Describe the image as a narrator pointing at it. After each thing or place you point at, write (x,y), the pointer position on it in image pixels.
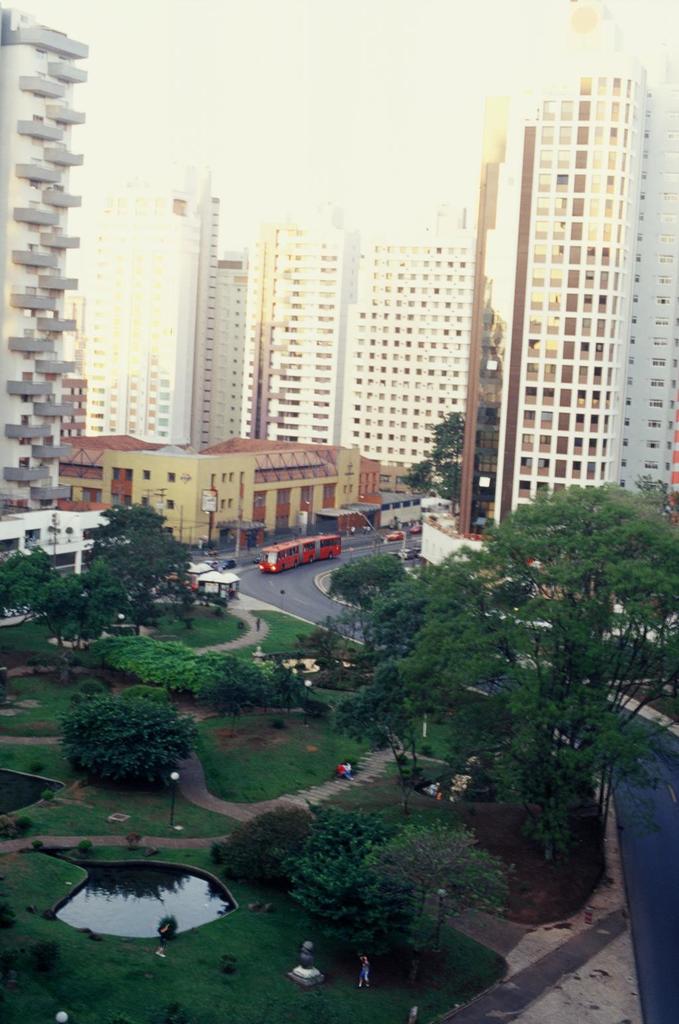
Here in this picture we can see the ground (288,794) is covered with grass (30,685) over there and in the bottom (161,878) we can see a pond (160,893) present and we can see plants (252,846) and trees (568,773) present all over there and on the road (314,563) we can see buses (306,558) present and we can see houses (289,511) and buildings (306,343) present over there and we can also see sign boards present over there.
